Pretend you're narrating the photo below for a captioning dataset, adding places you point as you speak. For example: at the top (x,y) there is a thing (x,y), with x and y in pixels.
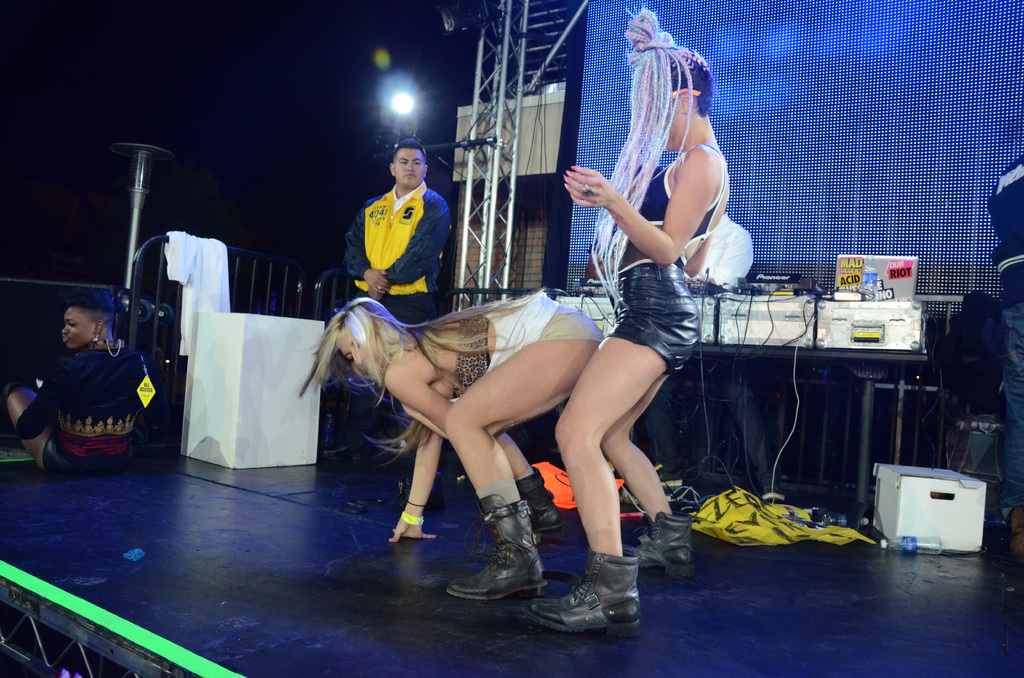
In the picture we can see a stage (497,631) on it we can see two women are dancing one woman (420,510) is bending and one woman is standing behind her and behind them we can see a table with some wire connections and beside it we can see a man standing and beside it we can see a railing (268,252) and one woman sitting on the stage (151,458) and far away from them we can see a pole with a light (396,95) to it.
